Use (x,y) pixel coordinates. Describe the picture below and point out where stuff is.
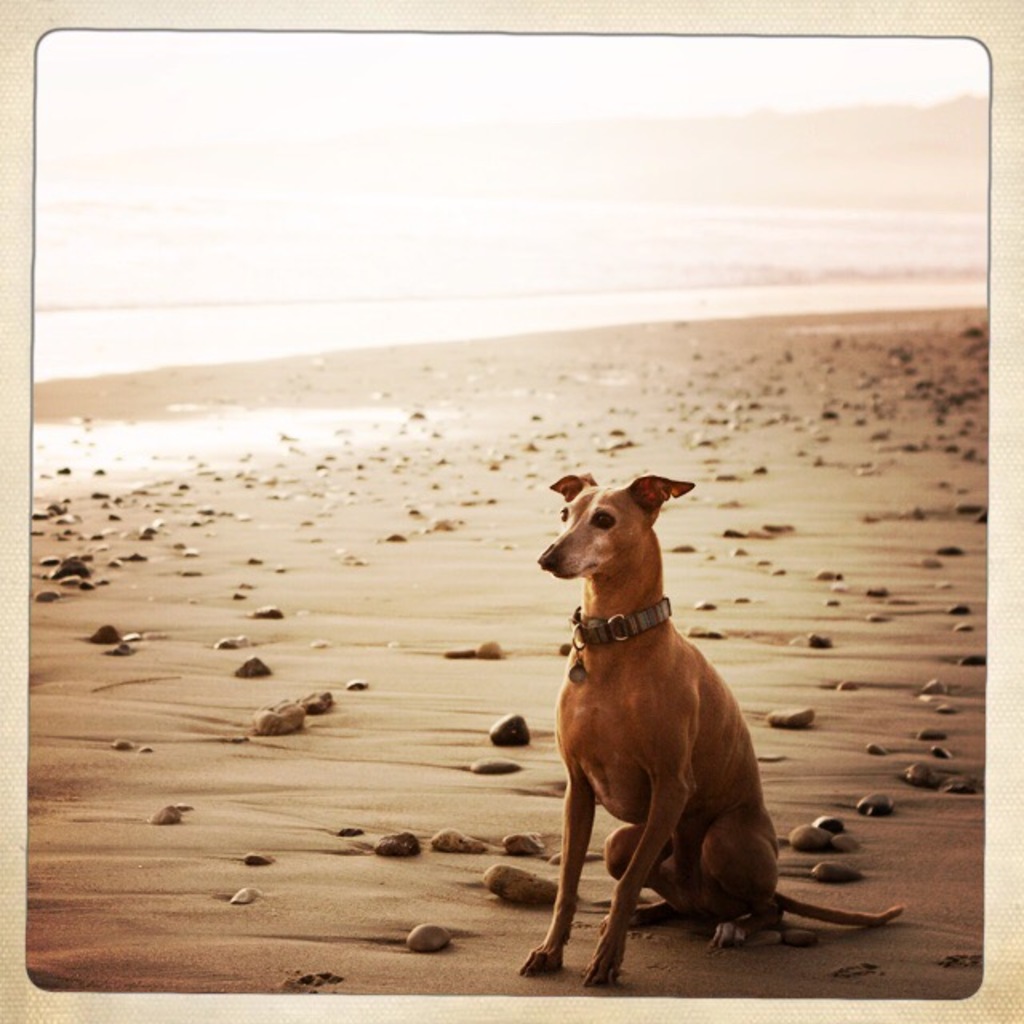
In the picture we can see a dog (667,860) sitting on the sand surface (825,941) and we can also see stones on the surface (429,878) and we can also see water (176,451) near it.
